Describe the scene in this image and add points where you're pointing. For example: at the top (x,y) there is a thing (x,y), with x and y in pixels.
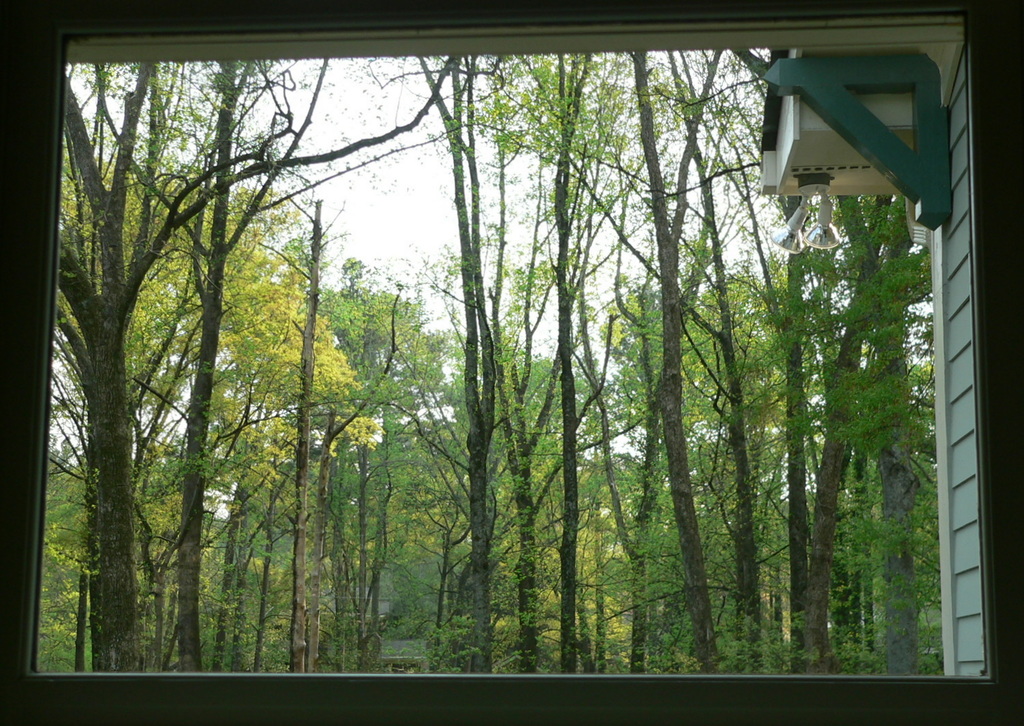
In this image we can see the glass window (1001,114) through which we can see the trees (673,518), wall (958,242), lights (837,241) and the sky (401,222) in the background (671,136).
